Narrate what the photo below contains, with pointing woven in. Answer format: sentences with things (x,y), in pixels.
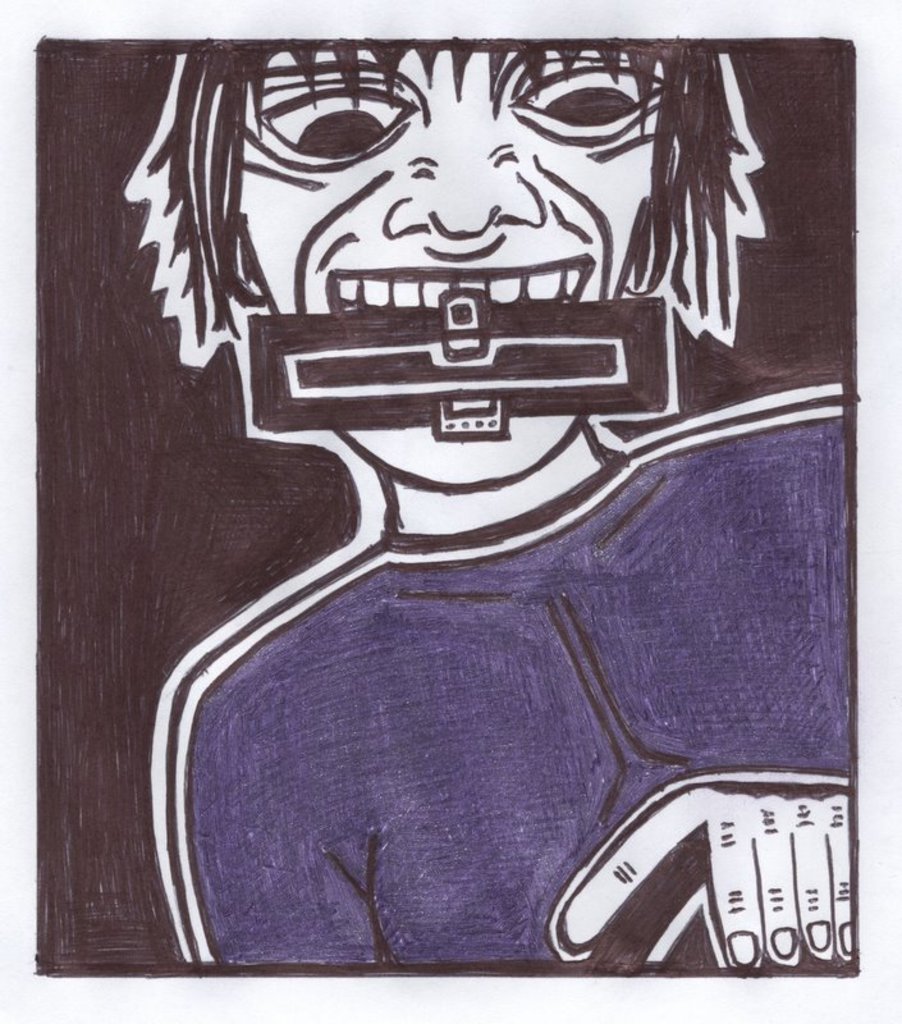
Here we can see a drawing of a person (343,244) holding an object (583,368) with his mouth (396,292).
